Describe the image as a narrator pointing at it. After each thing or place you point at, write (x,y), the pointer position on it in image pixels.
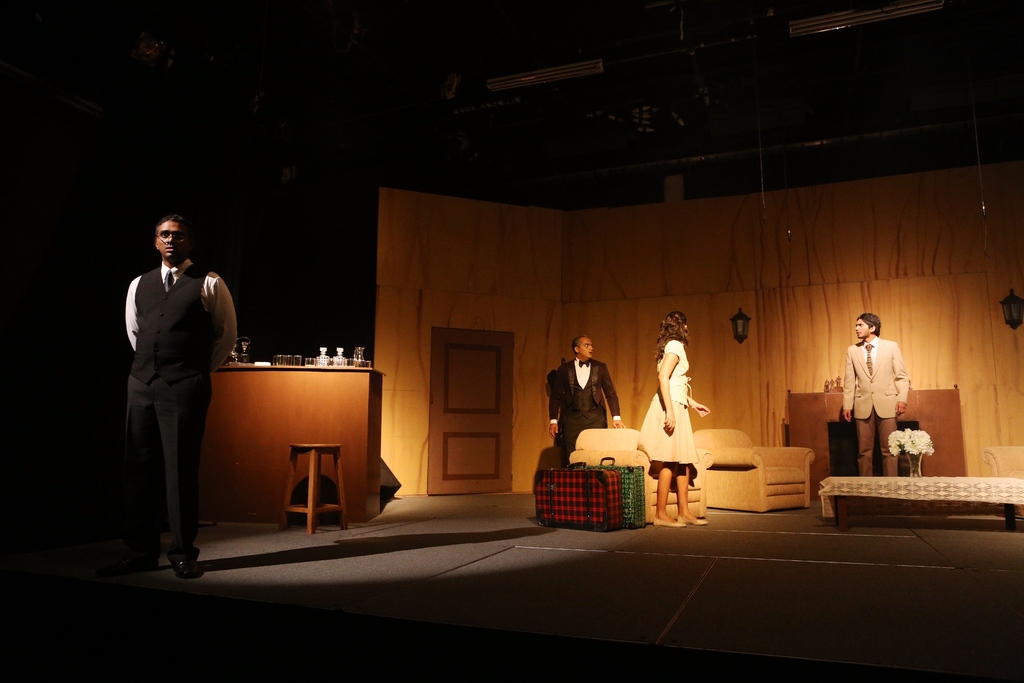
In this image I can see the group of people (584,374) with different color dresses (592,381). To the right (921,463) I can see the flower vase (908,450) on the table (879,478). The flowers (920,441) are in white color. To the side I can see the couches (718,489). To the left (273,475) I can see the glasses (322,362) on the table (245,371). I can also see the wooden wall (446,209). And there is a black background (355,114).
